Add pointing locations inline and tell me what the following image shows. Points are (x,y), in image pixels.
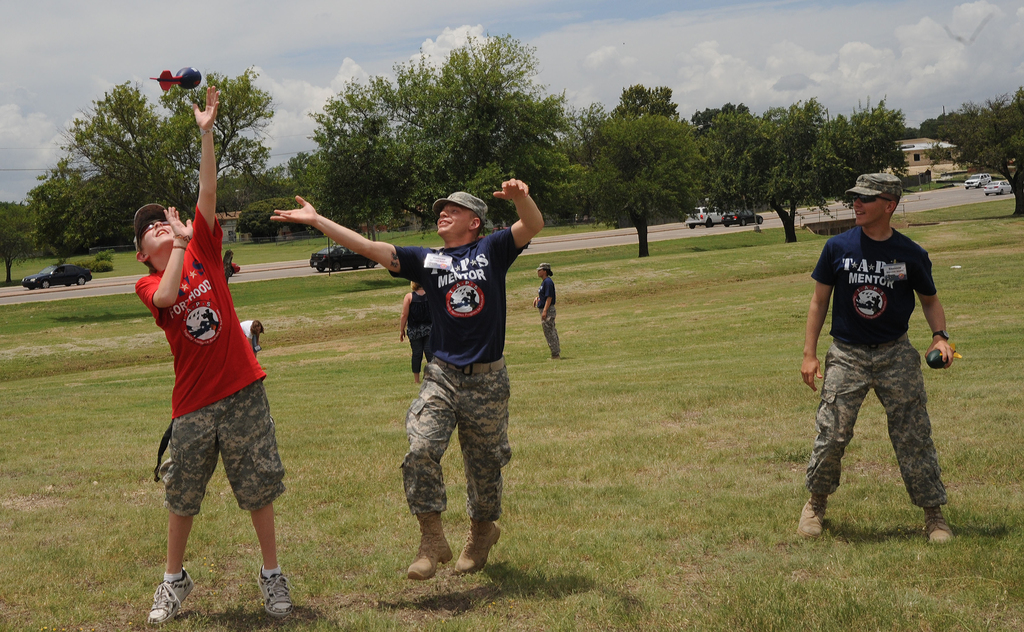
In this image I can see few people (437,330) standing and wearing different dress (487,307). Back Side I can see few vehicles (724,217) on the road (672,234). I can see a building (916,155) and trees (716,183). The sky (617,45) is in blue and white color.
